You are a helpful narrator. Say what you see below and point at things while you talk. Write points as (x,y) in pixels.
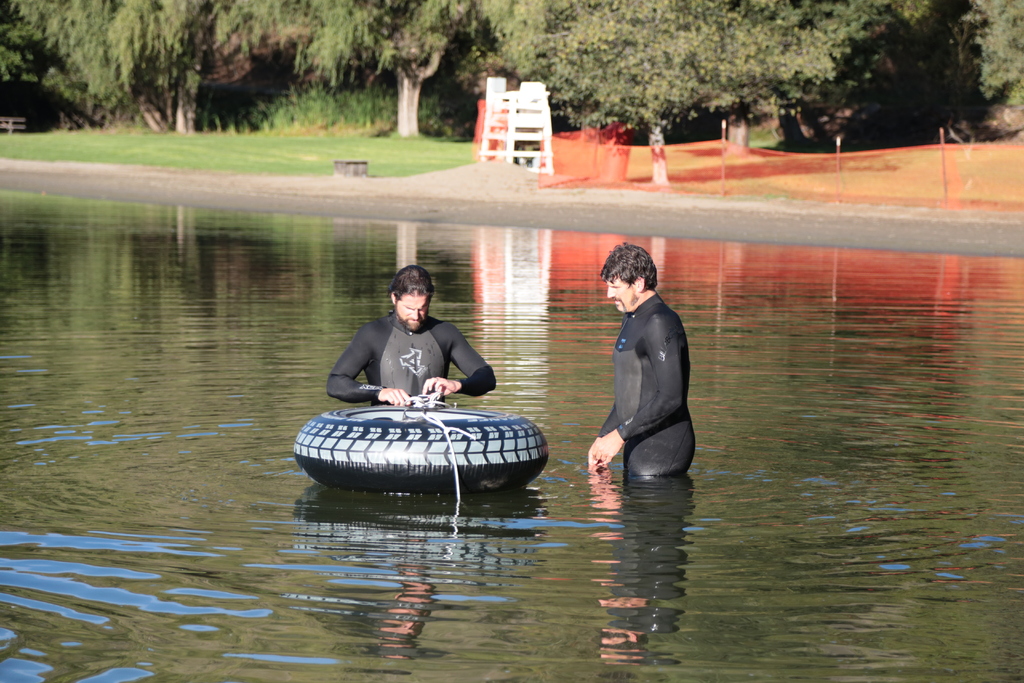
In the foreground of this image (440,358), there are two men (406,331) in the water (571,510) and in front of them, there is a water tube (466,472) on the water (580,545). In the background (711,74), there are trees (518,47), a boundary cloth (819,172) and a white object (519,107).
